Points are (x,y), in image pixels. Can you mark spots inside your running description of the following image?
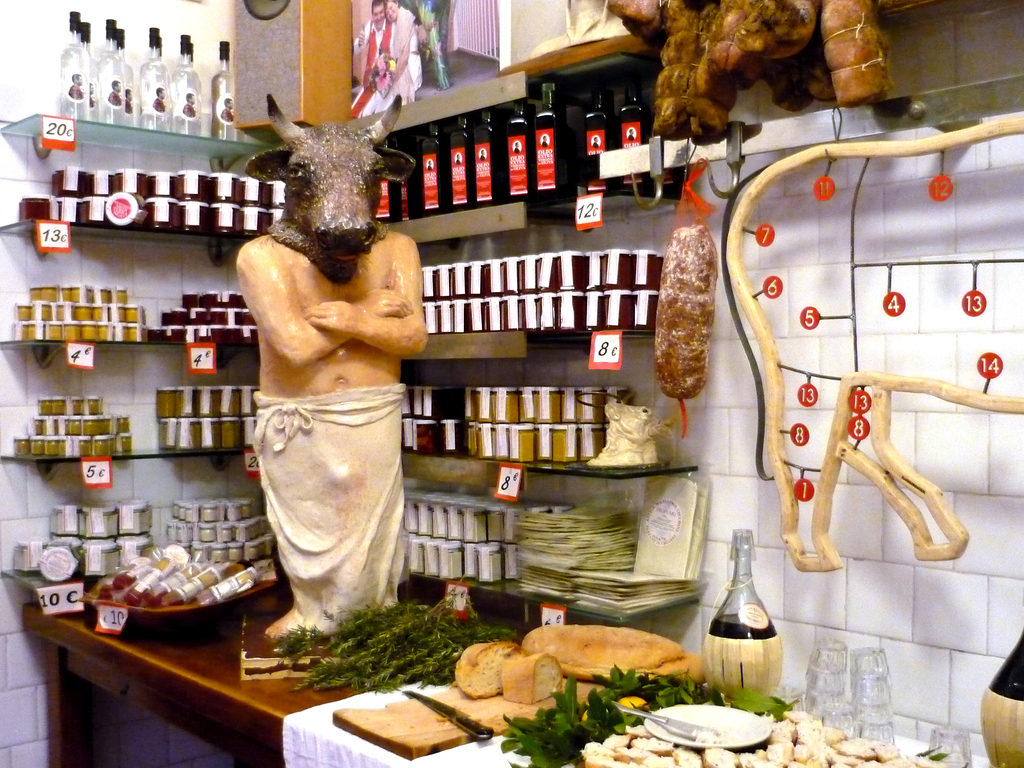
In this picture we can see a statue (325,410) here, there is a chopping board (434,738) here, we can see bread (499,672) and knife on the chopping board (502,707), behind it there are some leafy vegetables (413,629), we can see a plate (689,717) here, on the left side (157,141) there are some shelves (418,226), we can see some bottles (234,87) and tins (542,316) present on the shelves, we can see papers (52,140) pasted here, in the background (786,405) there are some tiles (808,356).
